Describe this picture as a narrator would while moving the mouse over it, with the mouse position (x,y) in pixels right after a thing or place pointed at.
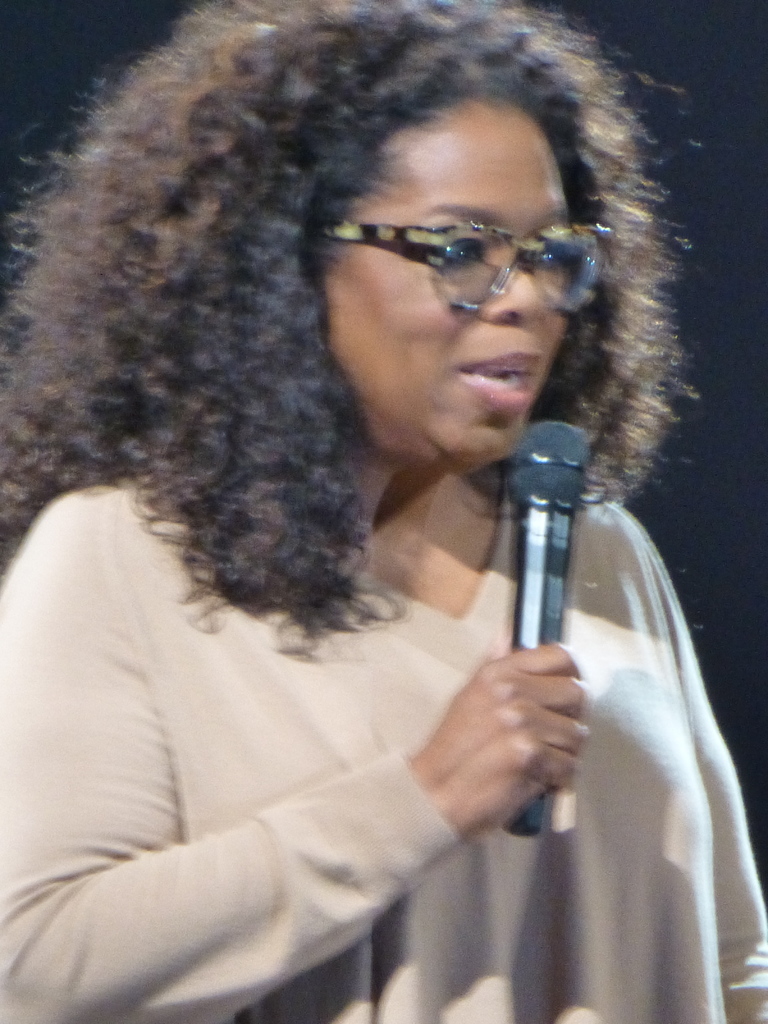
In this picture we can see a woman (578,369) who is holding a mike (578,492) with her hand (524,799). And she has spectacles (553,264).
